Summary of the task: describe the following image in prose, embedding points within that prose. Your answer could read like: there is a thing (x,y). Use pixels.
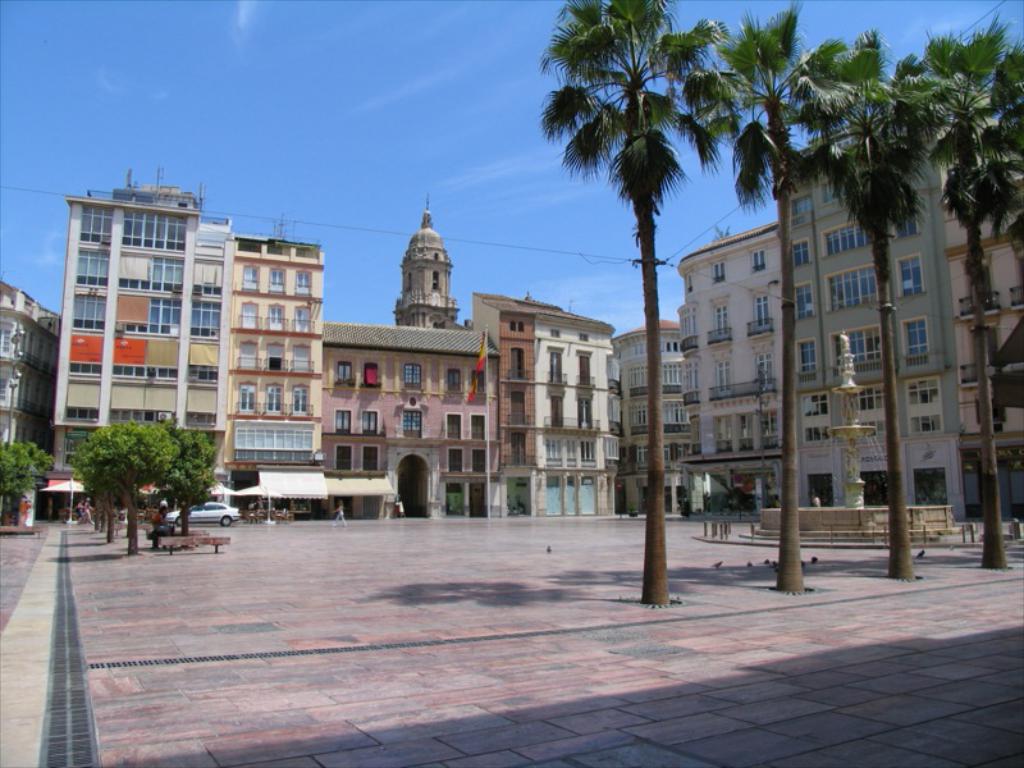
In this image, there are a few buildings (958,231). We can see some trees (885,402). There are a few people (163,527). We can see the ground (181,586) with some objects (273,515). We can also see the fountain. We can see an umbrella (73,489). We can see some poles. We can see a vehicle (216,508). We can see some wires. We can see the sky (413,158).
